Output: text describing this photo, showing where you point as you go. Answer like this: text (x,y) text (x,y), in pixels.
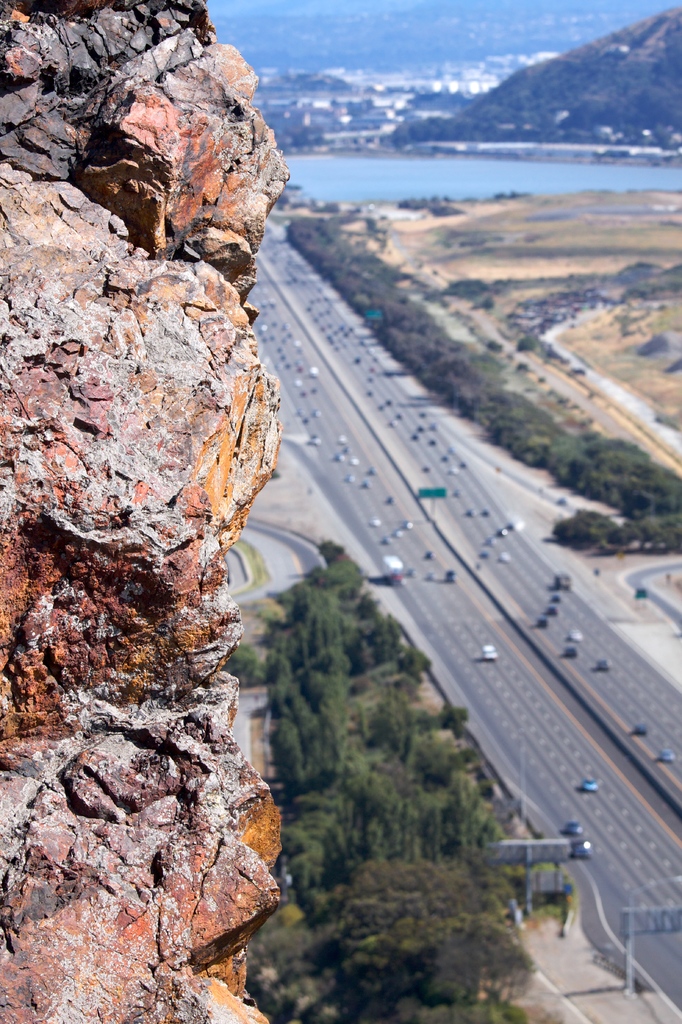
In this image we can see rocks (206,570), trees (390,844), few vehicles (483,510) on the road (483,575), boards (668,916), water (496,187) and mountains (616,83) in the background (425,62).
